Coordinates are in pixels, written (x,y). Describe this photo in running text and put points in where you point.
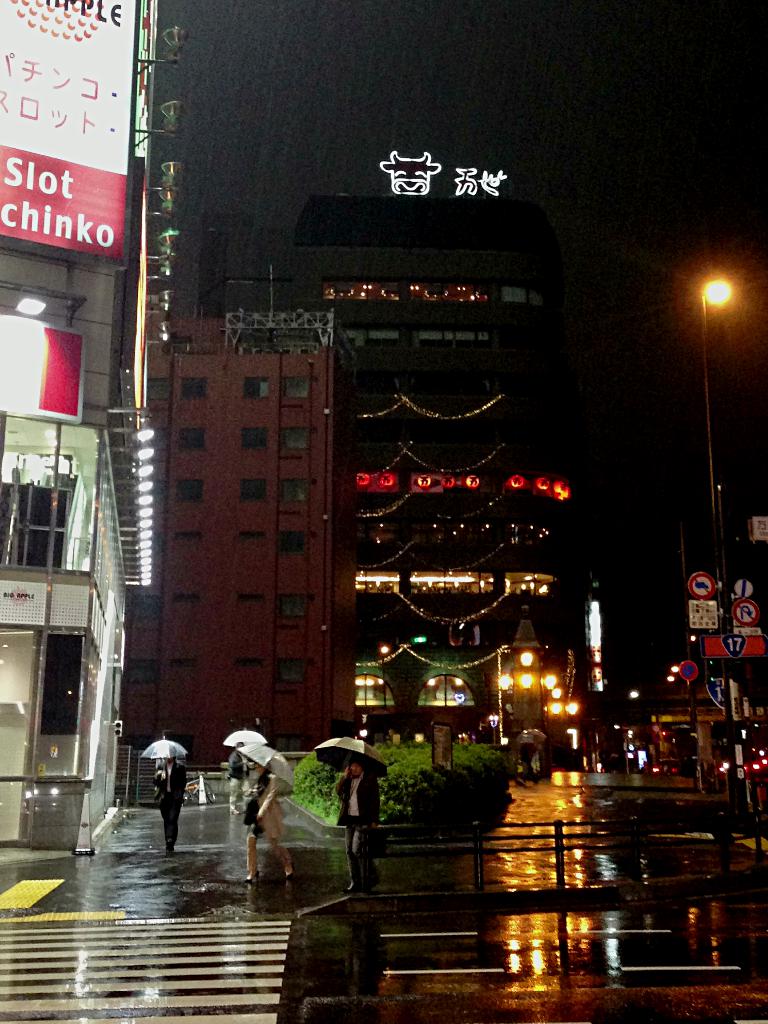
At the bottom of the image (323,742) few people (234,757) are walking and holding some umbrellas (150,758). Behind them we can see some plants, buildings (397,665), poles (743,722) and sign boards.
